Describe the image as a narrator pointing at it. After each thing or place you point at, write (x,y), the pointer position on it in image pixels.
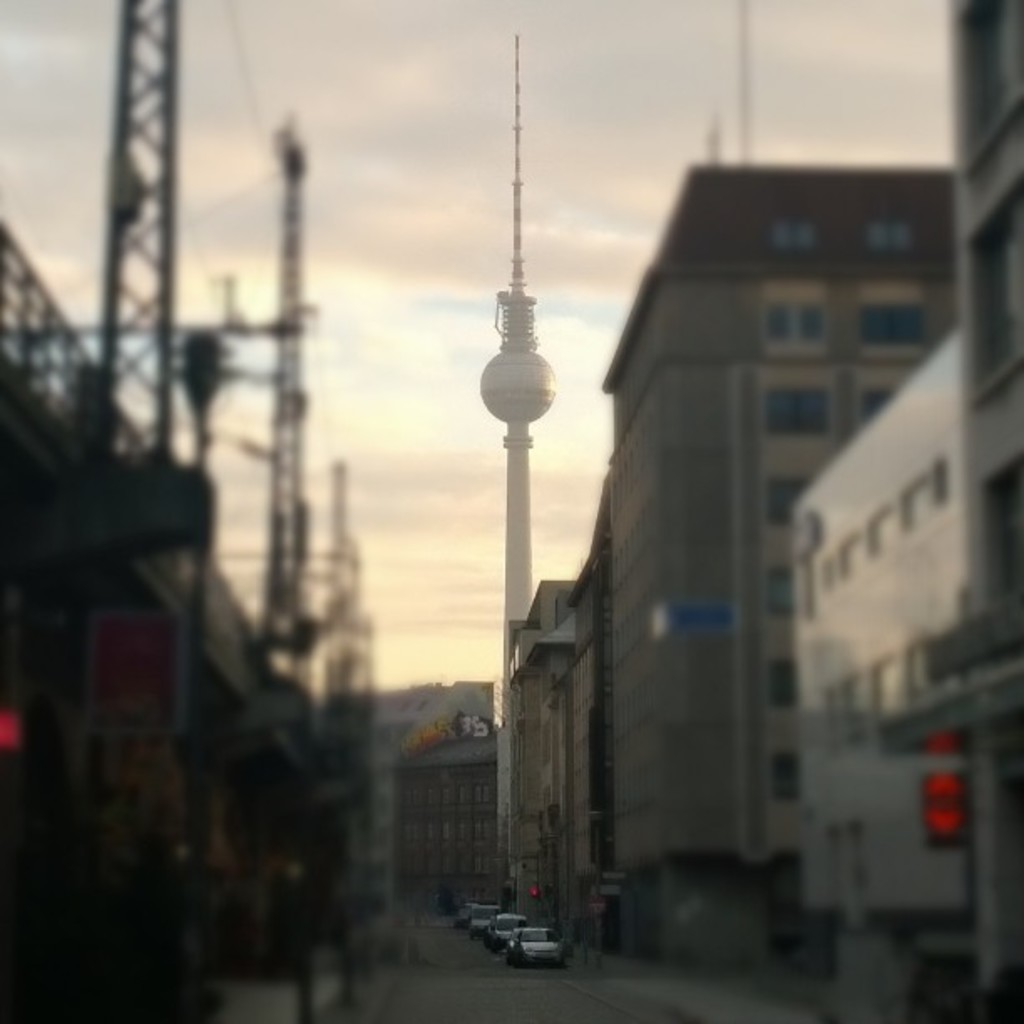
In this image we can see street road (480,964) and there are some cars (502,934) parked, there are some buildings (512,844) on left (241,729) and right side of the image (734,761), there are some towers (332,593) and top of the image (513,223) there is cloudy sky (546,220).
